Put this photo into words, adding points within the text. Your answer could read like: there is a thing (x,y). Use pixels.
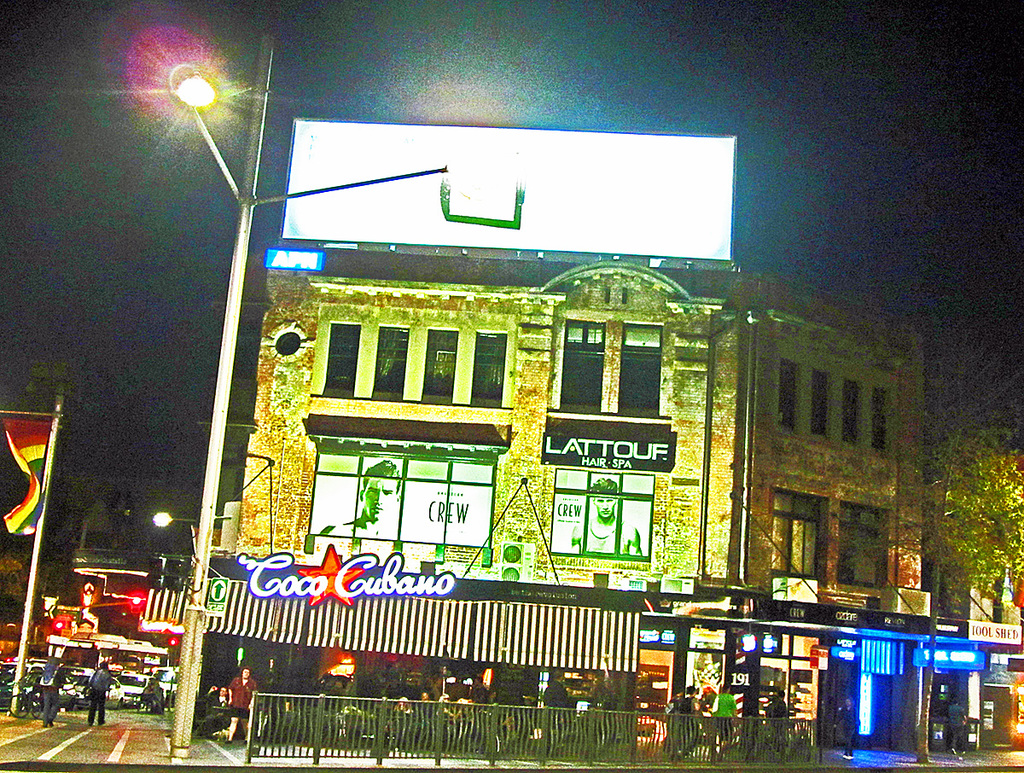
In this image in the center (353,426) there is one building (454,461), and on the left side (130,688) there are some vehicles (133,668) and some persons (99,679) are walking. And there are some poles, flags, lights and buildings (103,643). And at the bottom (502,727) there is a fence (680,733) and some people (249,697) are walking on footpath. On the right side (827,653) there are some trees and stores (973,693). In the left side (226,398) there is one pole (247,220) and streetlight (240,201).
